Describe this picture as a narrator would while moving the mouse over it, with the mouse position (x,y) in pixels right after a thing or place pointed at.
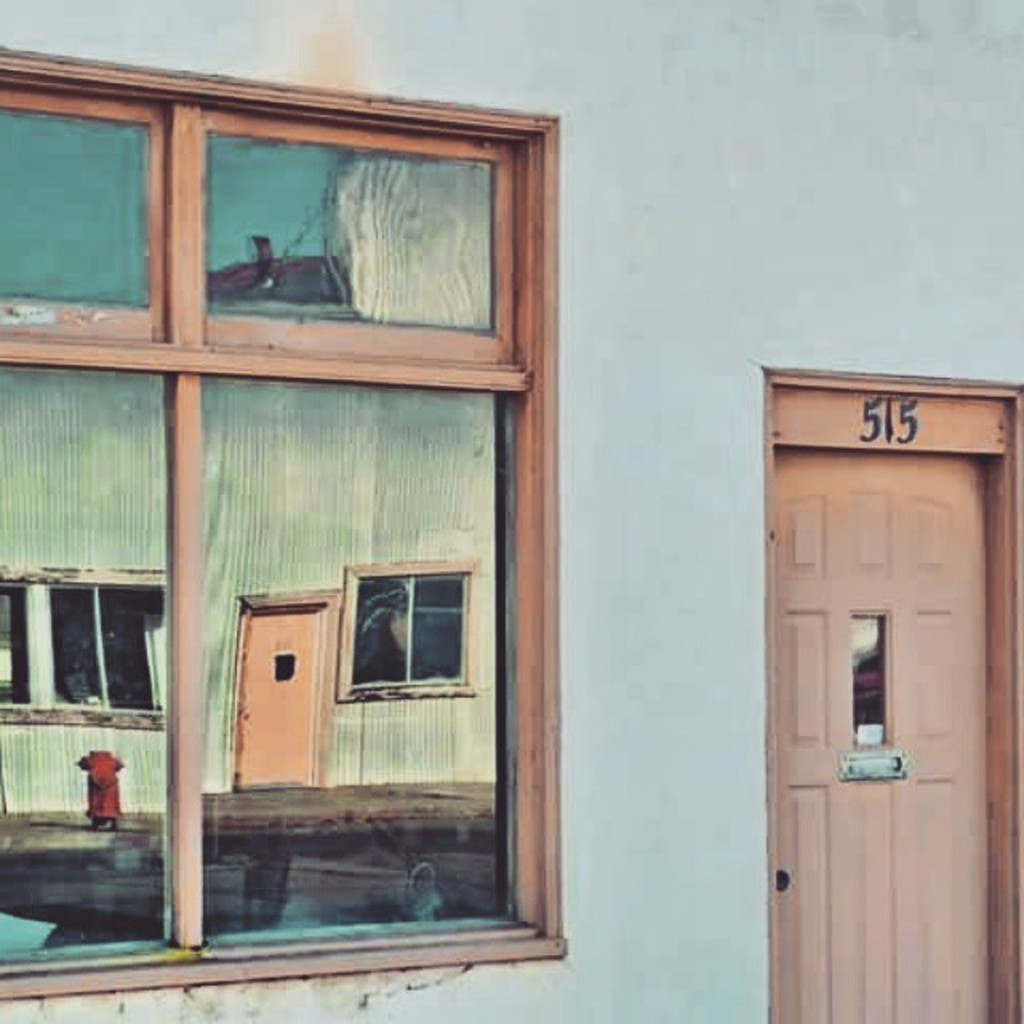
In this image there is a glass window (121,744), door (858,941) and wall (574,592). On the glass window (64,604) there is a reflection (291,786) of windows (394,669), door (306,653), building (95,555), hydrant (113,773) and the sky (25,194).
